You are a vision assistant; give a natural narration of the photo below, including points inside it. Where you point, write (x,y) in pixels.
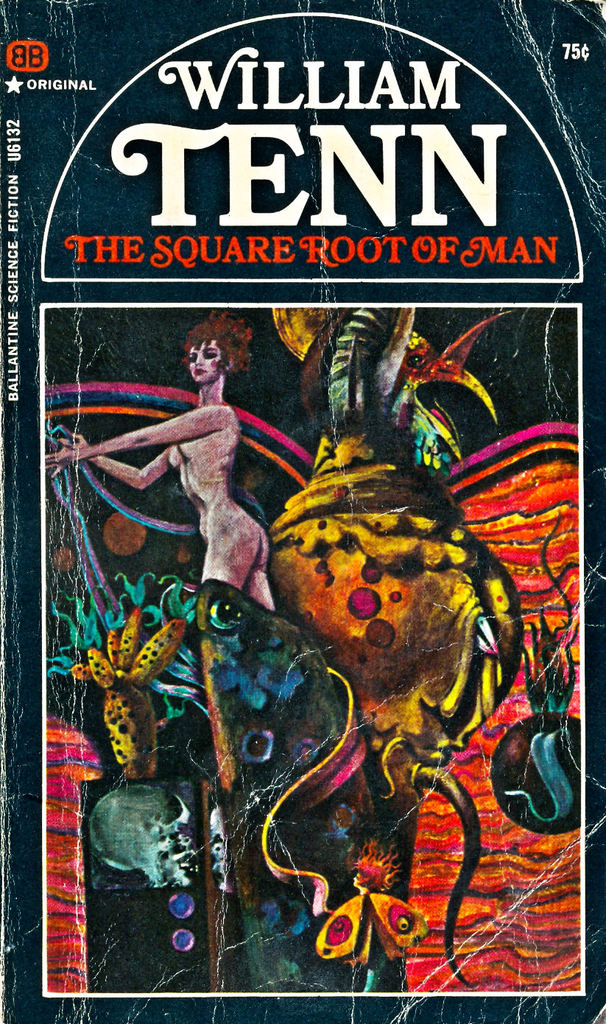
In the image in the center (253,454) we can see one poster (307,317). On the poster (482,557), we can see one woman (237,353) standing. And on the poster (230,270), it is written as "William Tenn".
